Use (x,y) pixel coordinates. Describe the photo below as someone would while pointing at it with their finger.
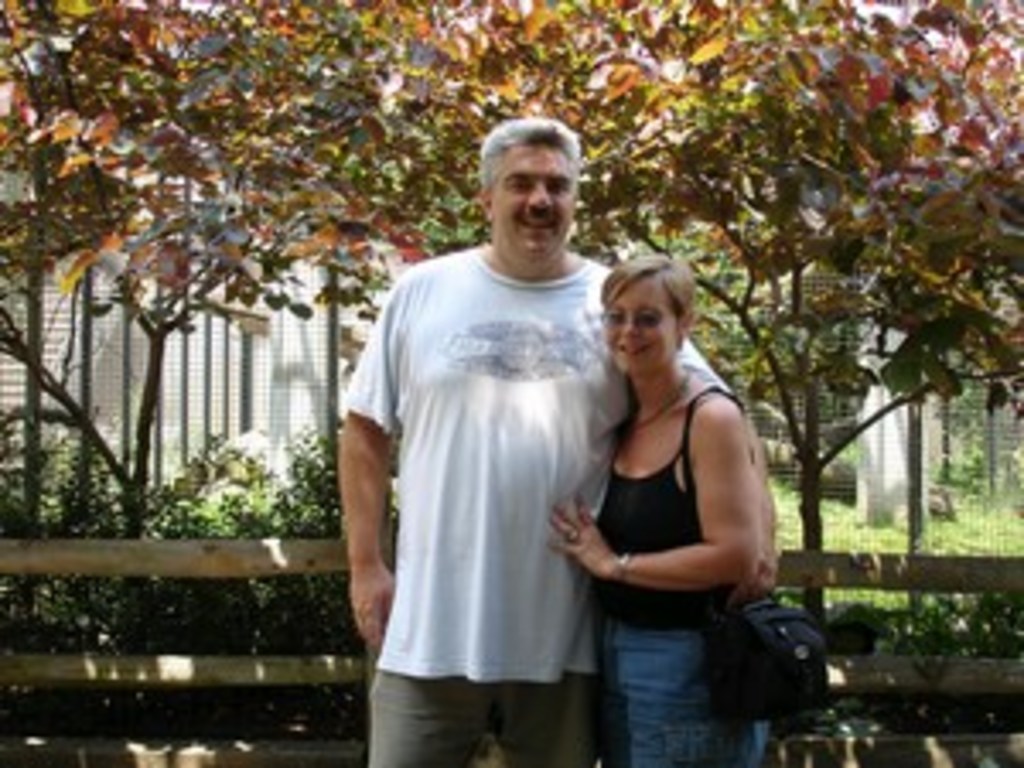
In this image, I can see the man (561,271) and woman (657,424) standing and smiling. This looks like a wooden fence (902,663). I can see the trees (999,254) and bushes (300,478). In the background (263,377), that looks like the fence (353,365).
